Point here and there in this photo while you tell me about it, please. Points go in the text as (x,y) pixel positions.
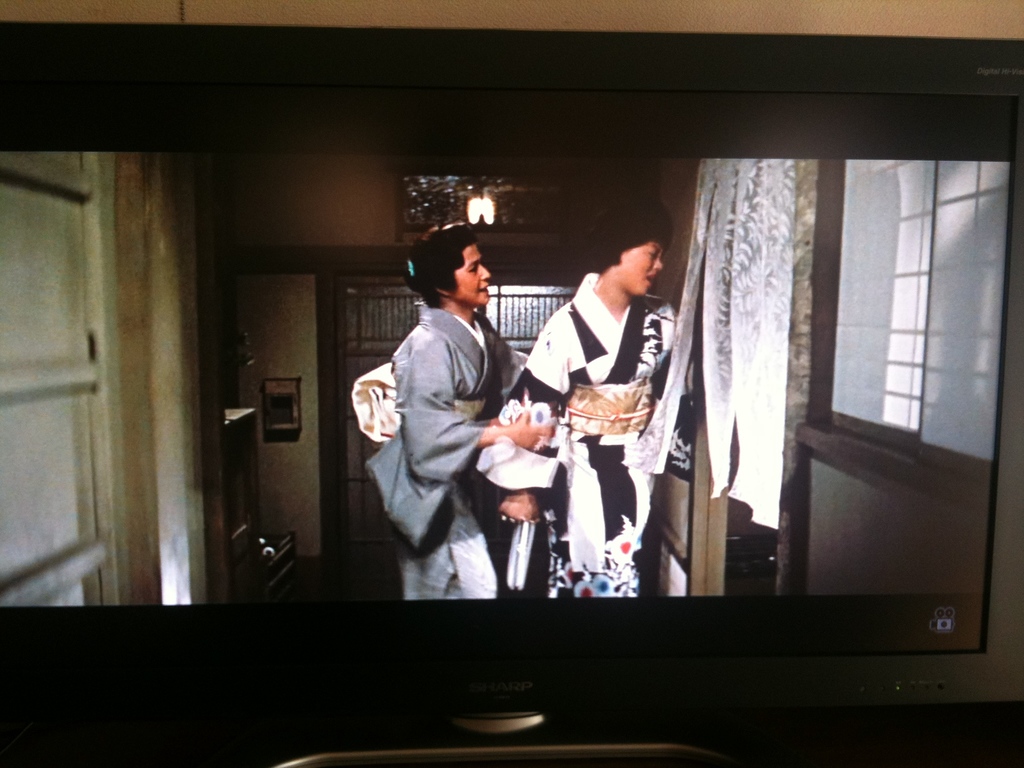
In the image there is a television (652,643). On the television screen (554,465) there are two people (566,433) standing. Behind them there is a door (326,362) on the wall (313,486). On the left side of the television (31,337) there is a door (71,534). And on the right (701,412) on the television screen (714,327) there is a room (731,319) with curtains (727,321) and also there is a window (909,217).
